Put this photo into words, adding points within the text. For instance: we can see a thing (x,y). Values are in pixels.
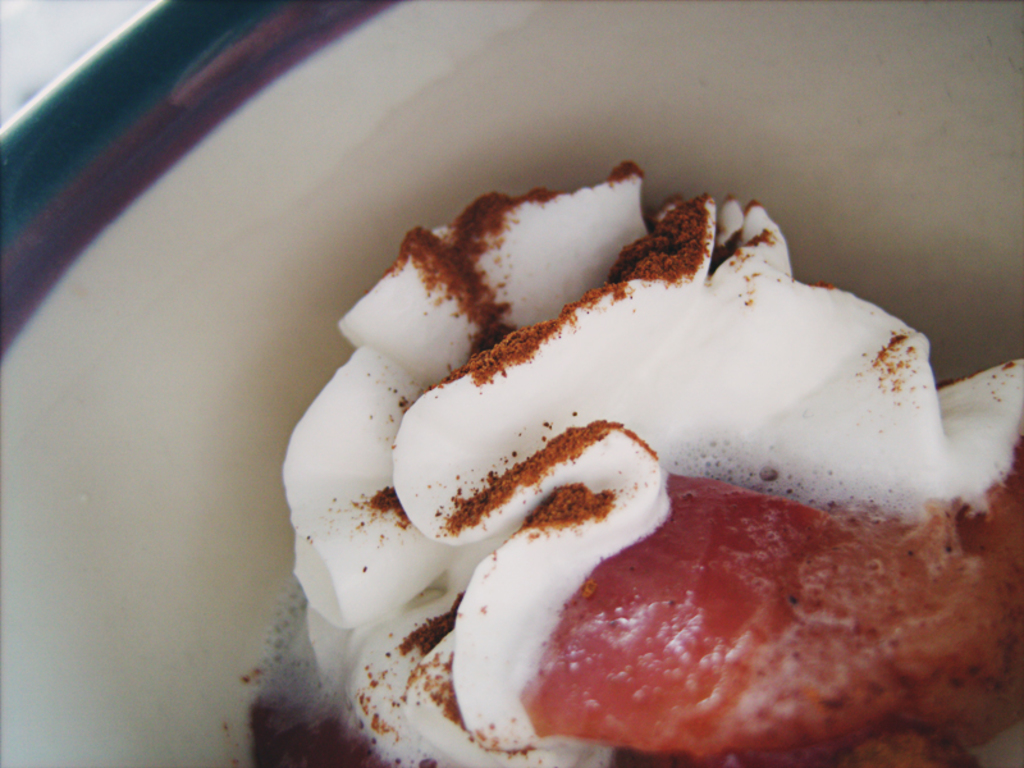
In the image there is whipped cream (577,383) in a bowl (621,159) with brown powder (562,500) on it.
